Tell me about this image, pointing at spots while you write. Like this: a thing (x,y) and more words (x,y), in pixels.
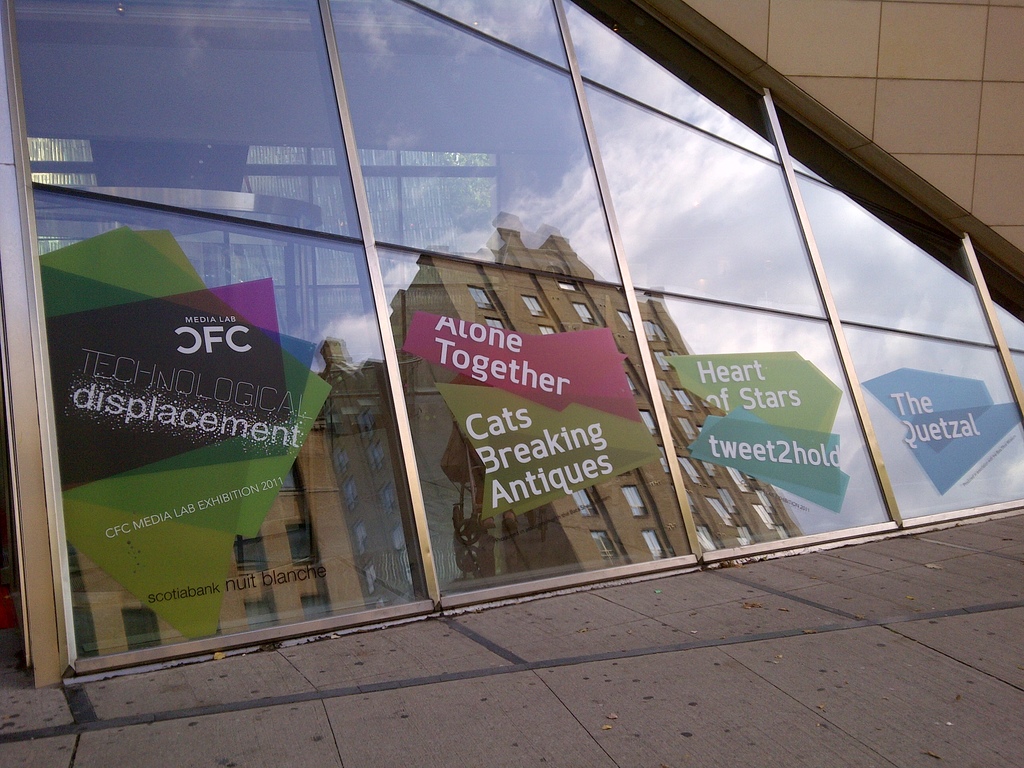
In this picture we can see the glass (498,186) and a wall (878,46). On the glass (269,339) it is written something and on the glass (315,435) we can see the reflection (460,501) of buildings (602,507) and the sky (413,110).
